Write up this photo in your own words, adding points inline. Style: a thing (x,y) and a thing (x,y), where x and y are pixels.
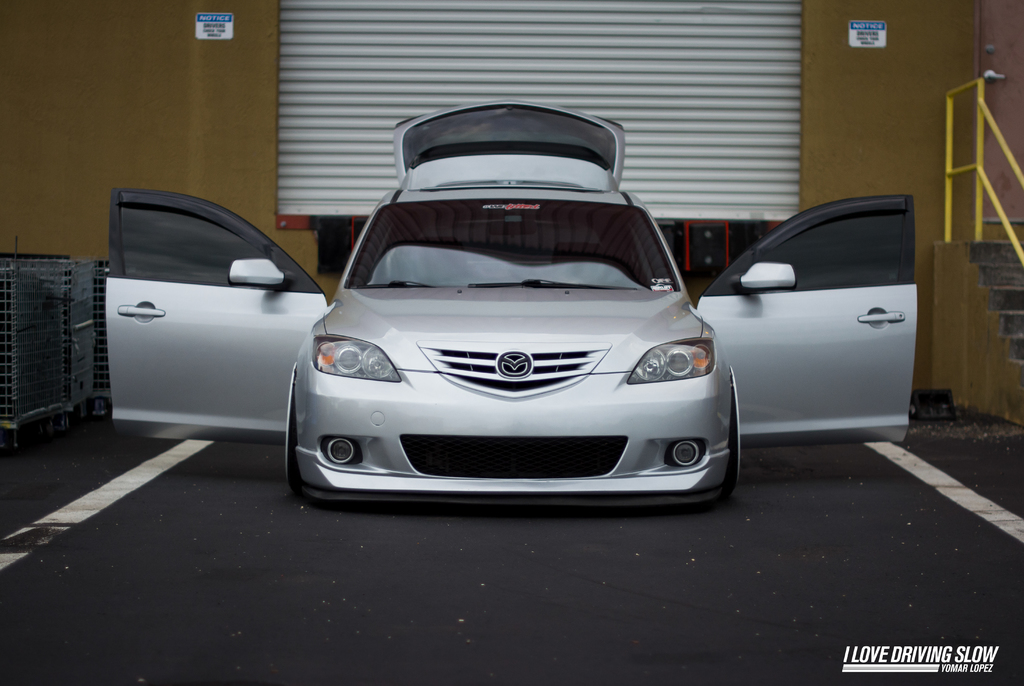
In the center of the picture (499,307) there is a car (375,413) parked on the road (484,546). On the left (44,337) there are some iron objects (44,337). On the right (974,256) there are staircase (999,293) and hand railing (1013,160). In the background (317,62) we can see door (1023,125) and shutter (448,84).
